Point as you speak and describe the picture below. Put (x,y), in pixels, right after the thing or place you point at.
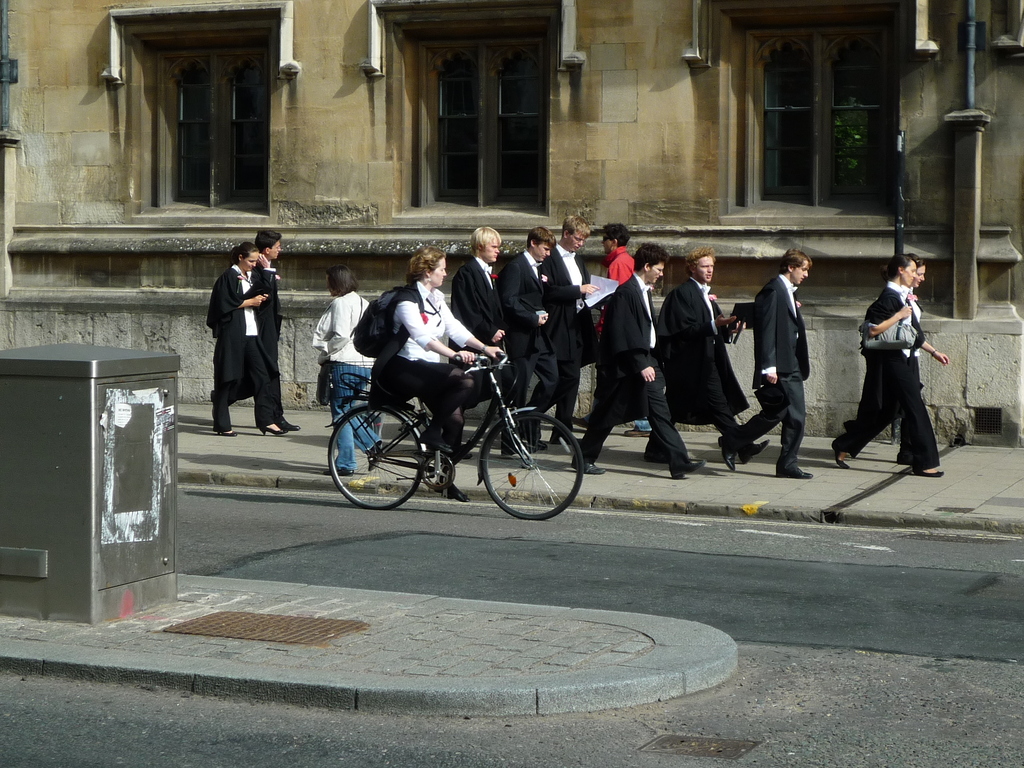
In the middle of the image (431,268) a woman (428,376) riding a bicycle (574,473). Behind her a few people (581,234) walking on the road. At the top of the image (573,5) there is a building (541,144). This person (870,313) holding a bag (901,330).
